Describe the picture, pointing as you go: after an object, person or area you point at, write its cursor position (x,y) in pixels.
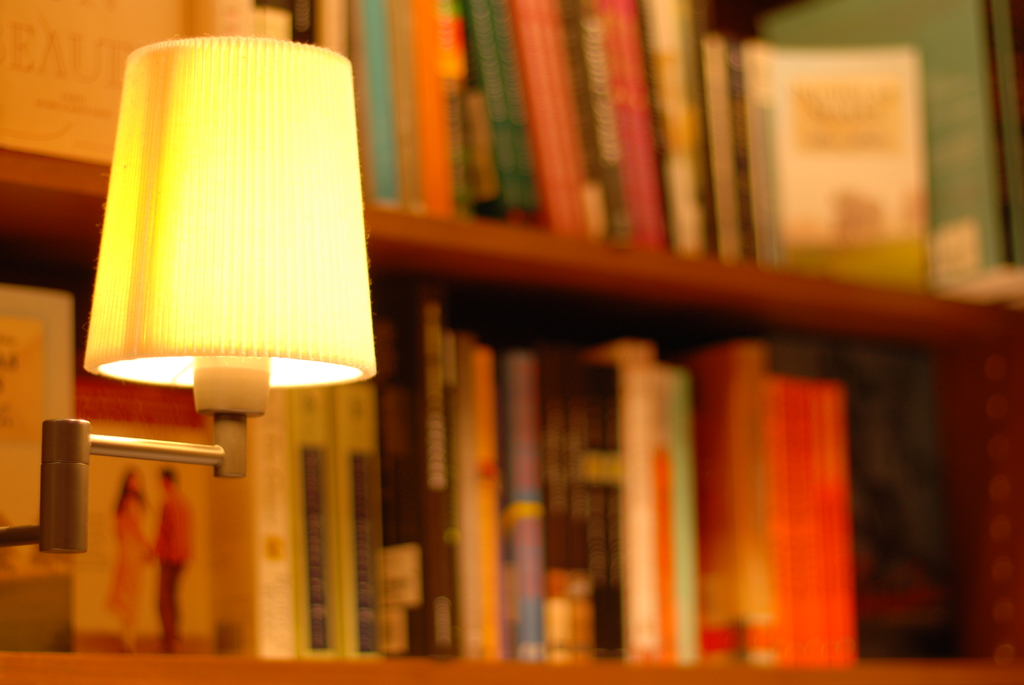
In this image, we can see a lamp (307,267) and in the background (536,129), there are books (536,465) in the shelves (312,681).
